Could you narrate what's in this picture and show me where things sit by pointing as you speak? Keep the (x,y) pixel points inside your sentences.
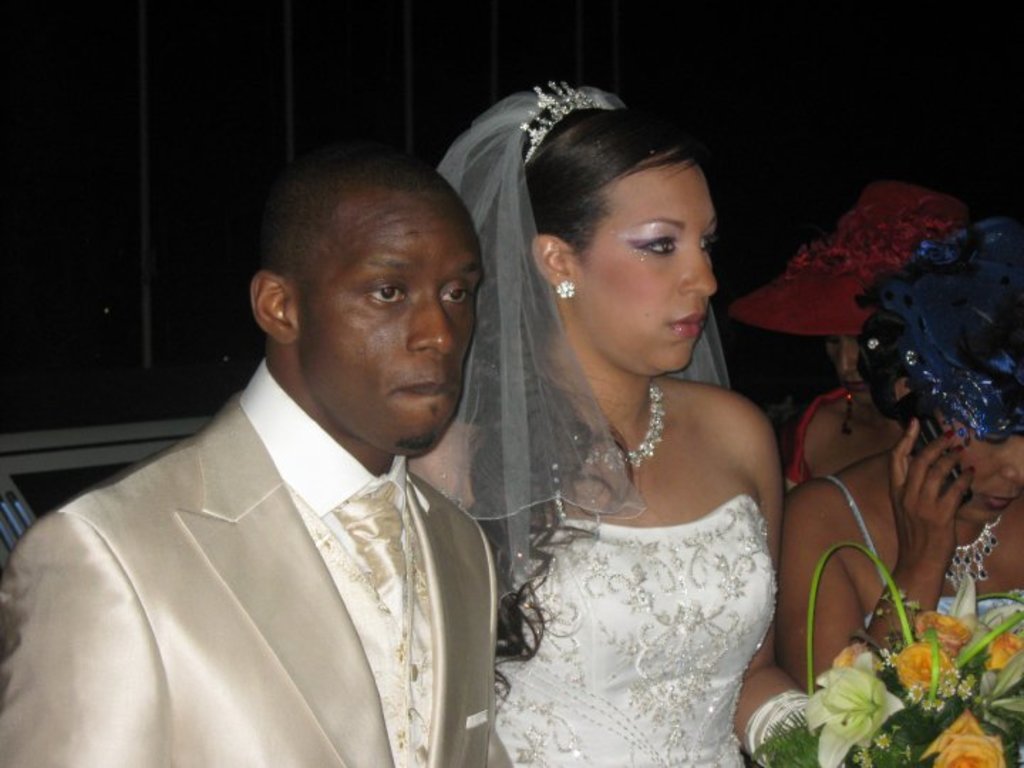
In this image, we can see a bride (524,348) and groom (234,547) in a white dress (701,671). On the right side (783,631), we can see a flower bouquet (966,671) and two women (914,471). Background (274,137) there is a wall (378,101). Here we can see a woman (1002,496) is holding a mobile (925,430) and the other woman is wearing a hat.
